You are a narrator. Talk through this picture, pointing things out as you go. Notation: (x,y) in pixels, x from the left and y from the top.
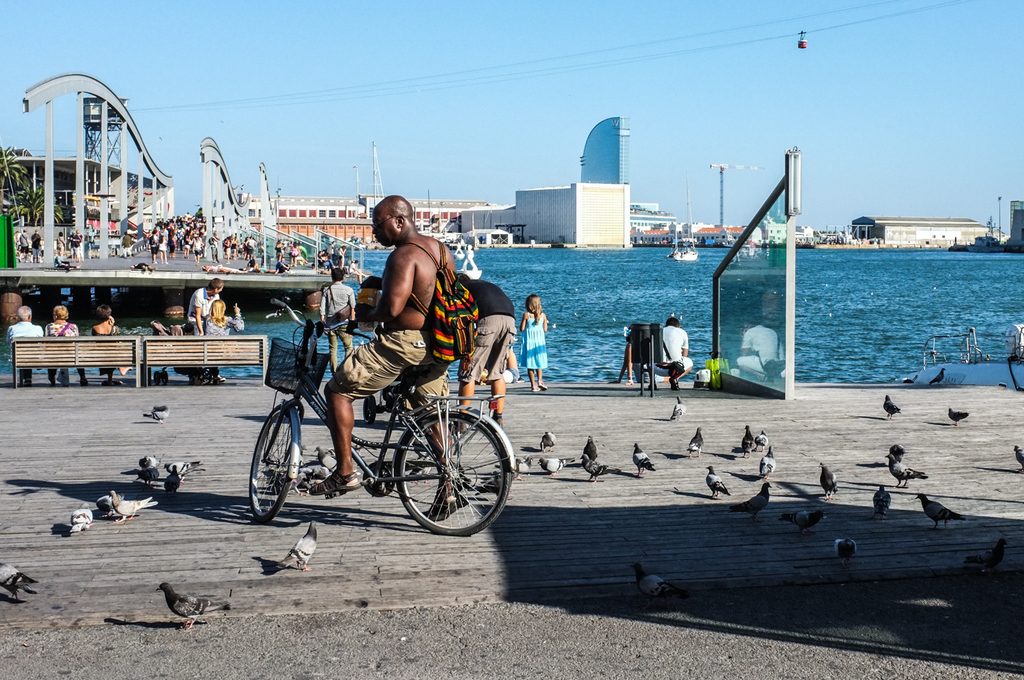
In this picture we can see water (681,289) and on other side of the water (554,276) we have buildings (325,209) and aside to this we have platform (187,265) and in front (441,542) we can see a platform (426,540) where man (359,358) is sitting on bicycle (321,380) and some people (101,325) are sitting on bench (251,339) and watching this water (640,261) here we can see pigeons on the floor (260,549).
